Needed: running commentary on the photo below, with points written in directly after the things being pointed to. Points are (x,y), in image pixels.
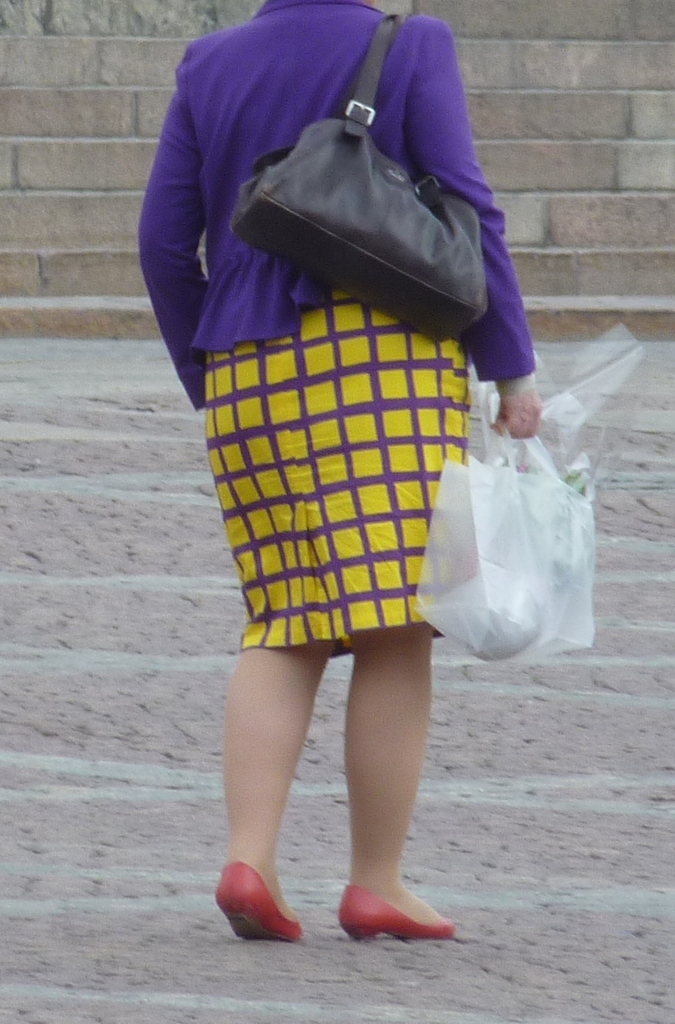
This picture is of outside. In the center (284,632) there is a woman (308,360) wearing a sling bag (435,257), holding a bag (539,521) in her hand (530,438) and seems to be walking on the ground (564,995). In the background (594,11) we can see steps (599,233).
